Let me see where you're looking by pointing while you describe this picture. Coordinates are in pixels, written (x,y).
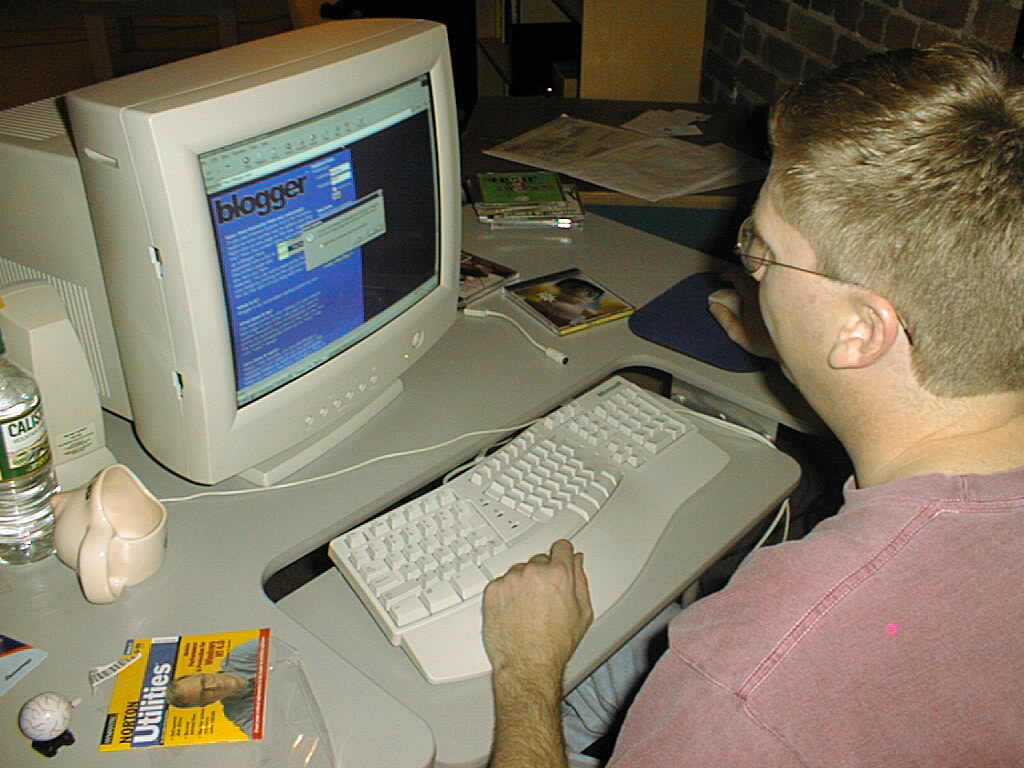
In this image I can see a person (841,532) holding a mouse (716,315). In front I can see a system (240,440), keyboard (544,490), bottle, cup (103,572), papers (644,178) and few objects (213,718) on the table (371,433). Back I can see a brick wall (749,36).
